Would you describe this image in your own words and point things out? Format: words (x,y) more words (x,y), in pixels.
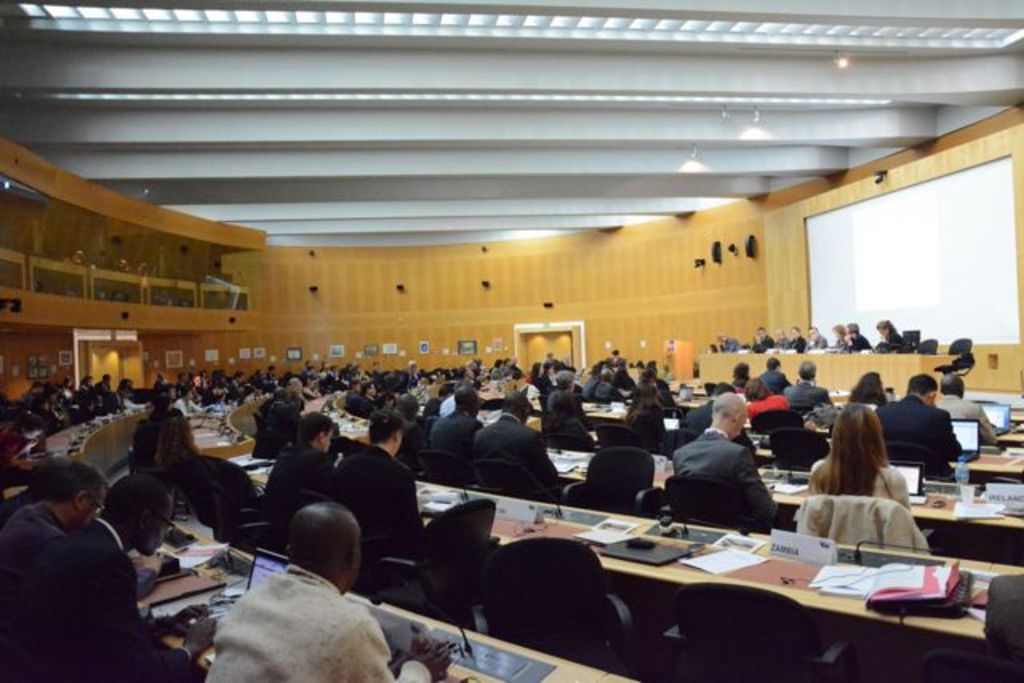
Here we can see a group of persons (278,469) are sitting on the chair (475,540), and in front (653,543) here is the table (513,526) and microphone (668,534) and books (877,585) and some objects (830,583) on it, and here is the wall (611,292), and here is the roof (448,191), and here is the door (527,350).
